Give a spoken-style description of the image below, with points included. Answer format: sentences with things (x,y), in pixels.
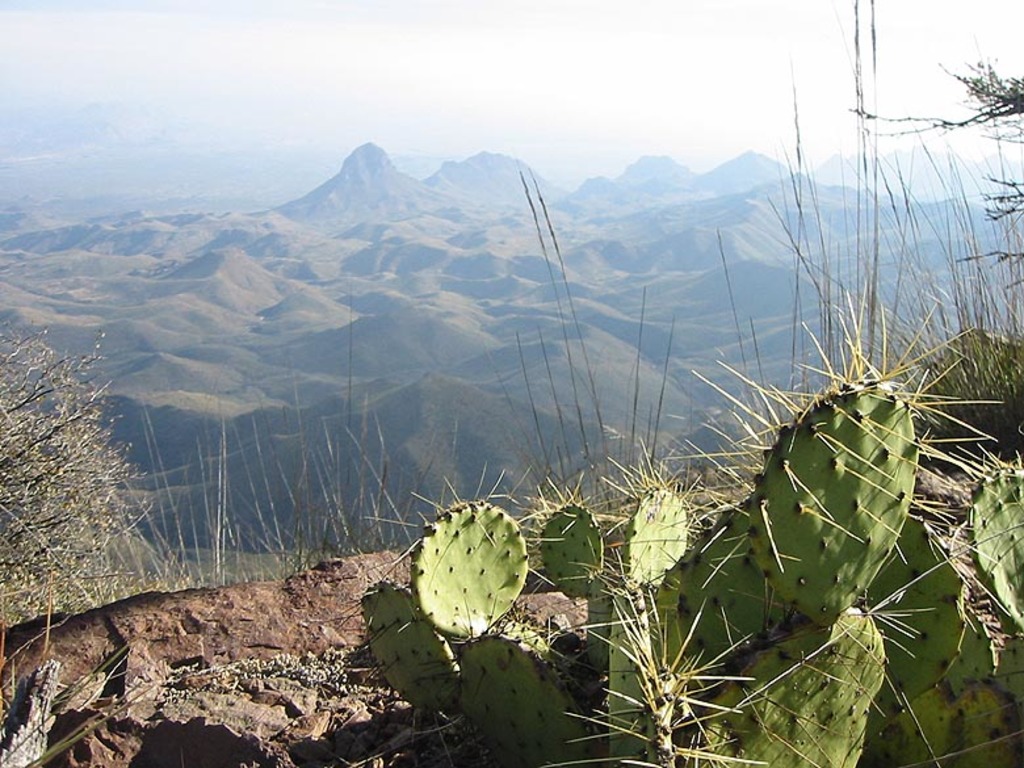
In this image I can see plants (907,416) in green color, at the background (383,237) I can see mountains (301,205) and sky (350,28) in white color.
